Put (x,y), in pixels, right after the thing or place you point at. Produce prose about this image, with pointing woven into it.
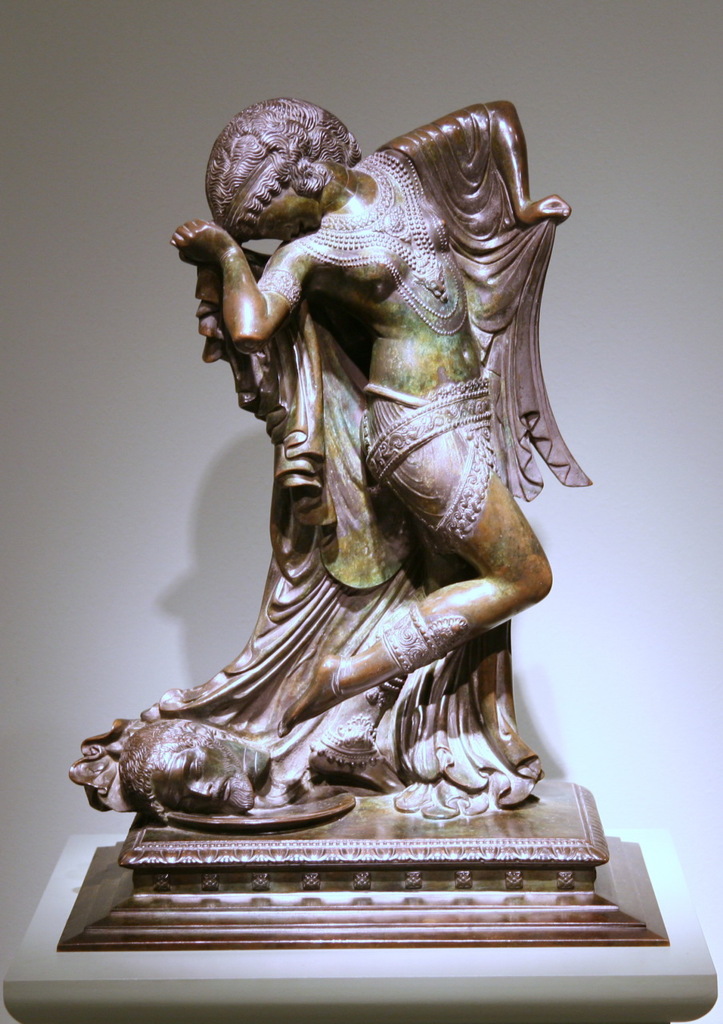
Here in this picture we can see an art statue (354,496) present on the table (234,959) over there.
